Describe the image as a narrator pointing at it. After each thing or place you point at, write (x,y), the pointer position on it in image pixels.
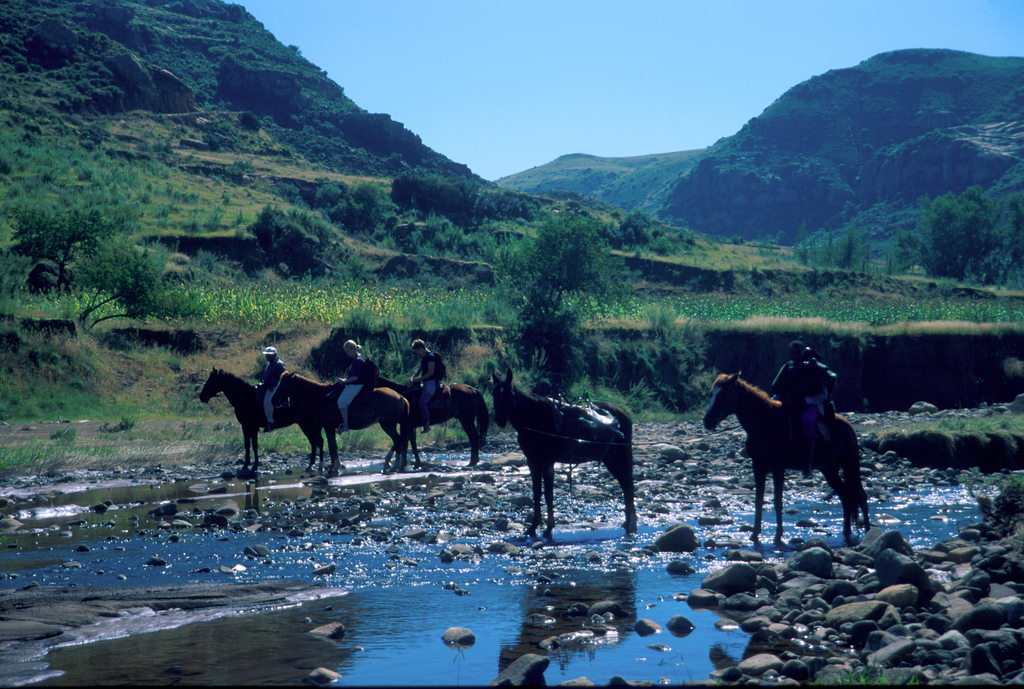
This picture is clicked outside. In the foreground (138,603) we can see the rocks (955,594) and a water body (442,579). In the center (357,368) we can see the group of people (775,385) sitting on the horses (766,450) and we can see a horse (568,445) standing and we can see the green grass (230,429), plants (293,320), flowers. In the background (318,169) we can see the sky (552,66), hills (1010,162) and the trees (984,243).
